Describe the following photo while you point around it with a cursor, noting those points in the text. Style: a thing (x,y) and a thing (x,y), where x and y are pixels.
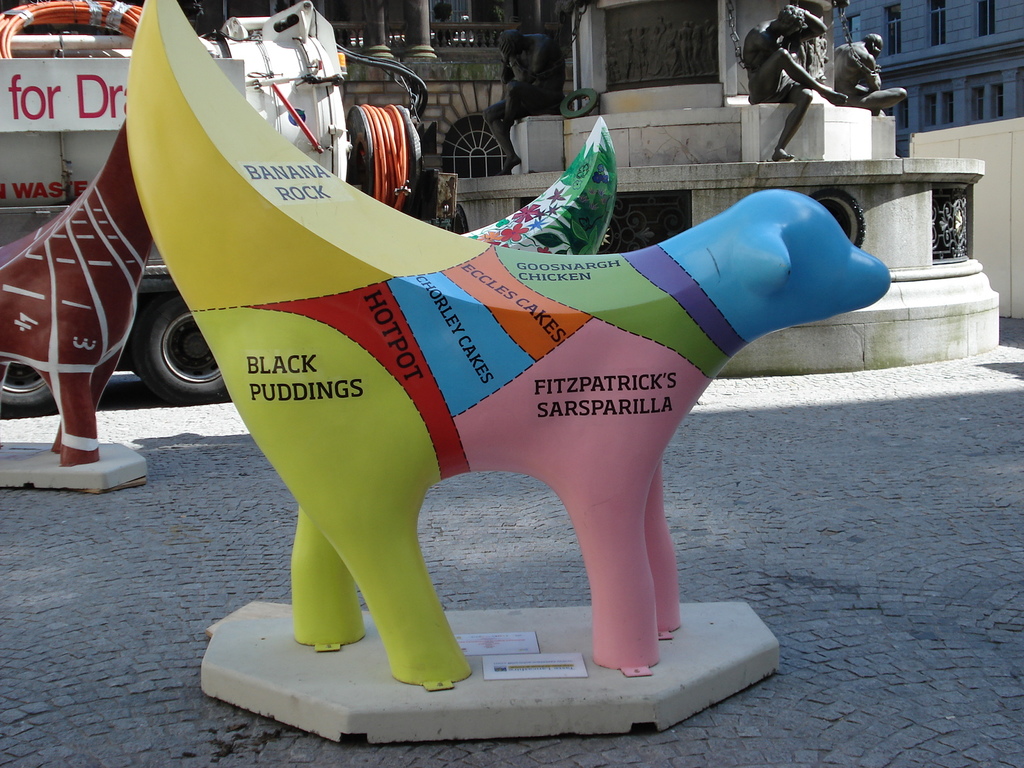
In the image there are dolls (416,336) of a dog (295,282) and two other items (70,270), behind these dolls (157,126) there is a machine (110,71) and in the right side of the machine (369,137) there are different sculptures (710,73), behind the sculptures (686,56) there is a big building (934,73).
